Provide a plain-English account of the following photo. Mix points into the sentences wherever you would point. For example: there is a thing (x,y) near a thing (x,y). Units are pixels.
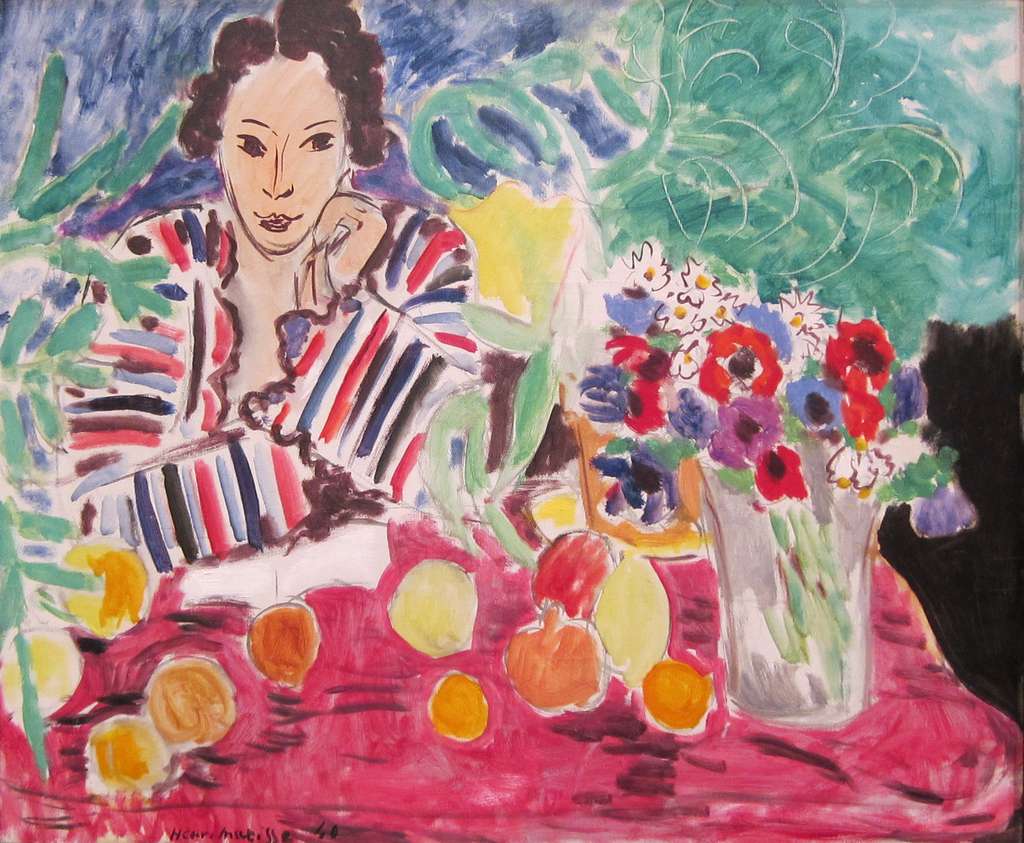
In this image we can see the painting (381,216) of a person (356,308), fruits (411,620), flowers (849,354), and plants (48,525).
